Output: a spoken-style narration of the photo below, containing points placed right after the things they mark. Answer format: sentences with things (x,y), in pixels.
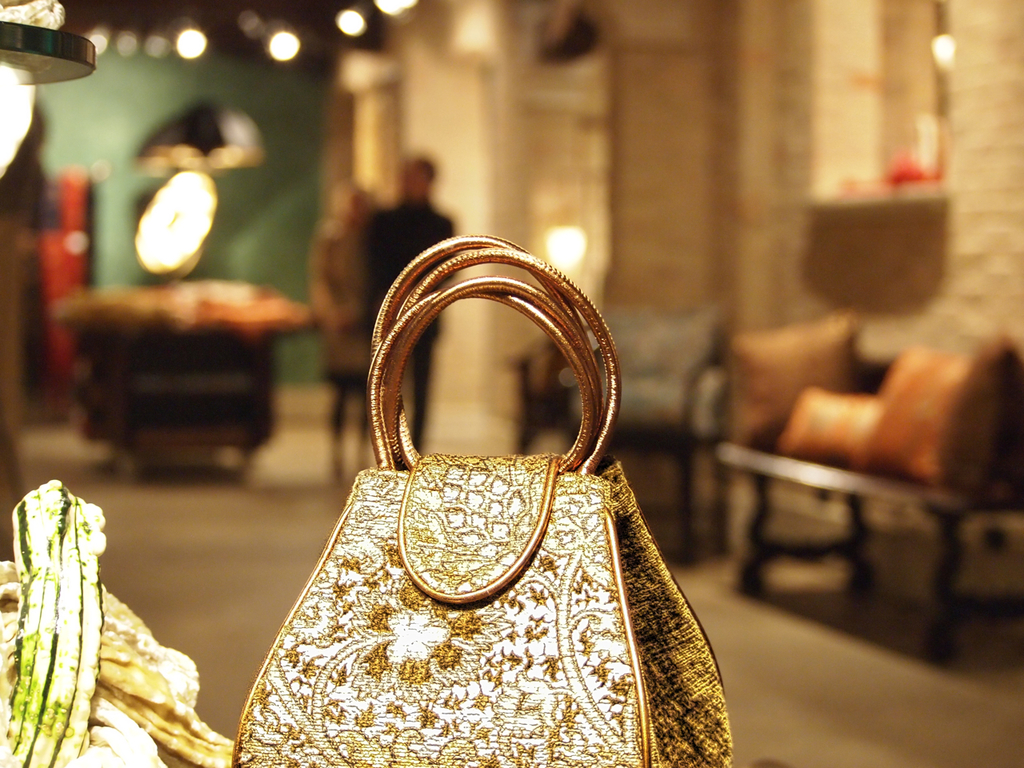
In this image I see a handbag (572,458) in front (582,467). In the background (535,442) I see many lights (172,126), a sofa set (780,329), 2 persons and the wall (121,281).
